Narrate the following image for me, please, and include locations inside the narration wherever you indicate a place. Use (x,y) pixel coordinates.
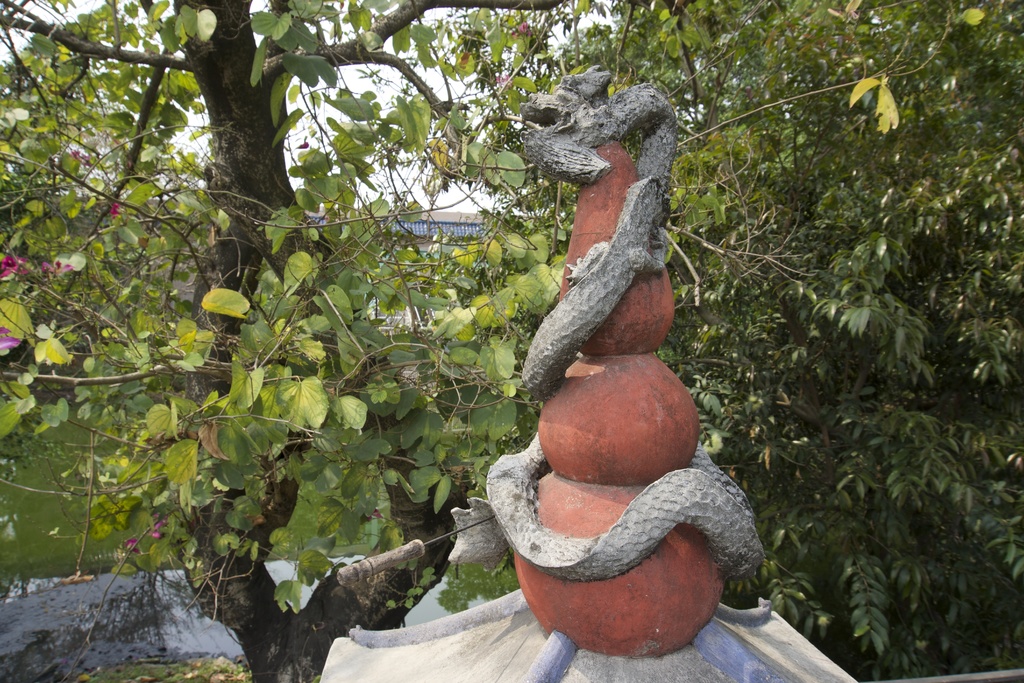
In this image, I can see the trees (347,201) with branches (84,547) and leaves (856,411). This looks like a sculpture (632,643). At the bottom of the image (120,615), I think these are the water (42,546) which are green in color.
